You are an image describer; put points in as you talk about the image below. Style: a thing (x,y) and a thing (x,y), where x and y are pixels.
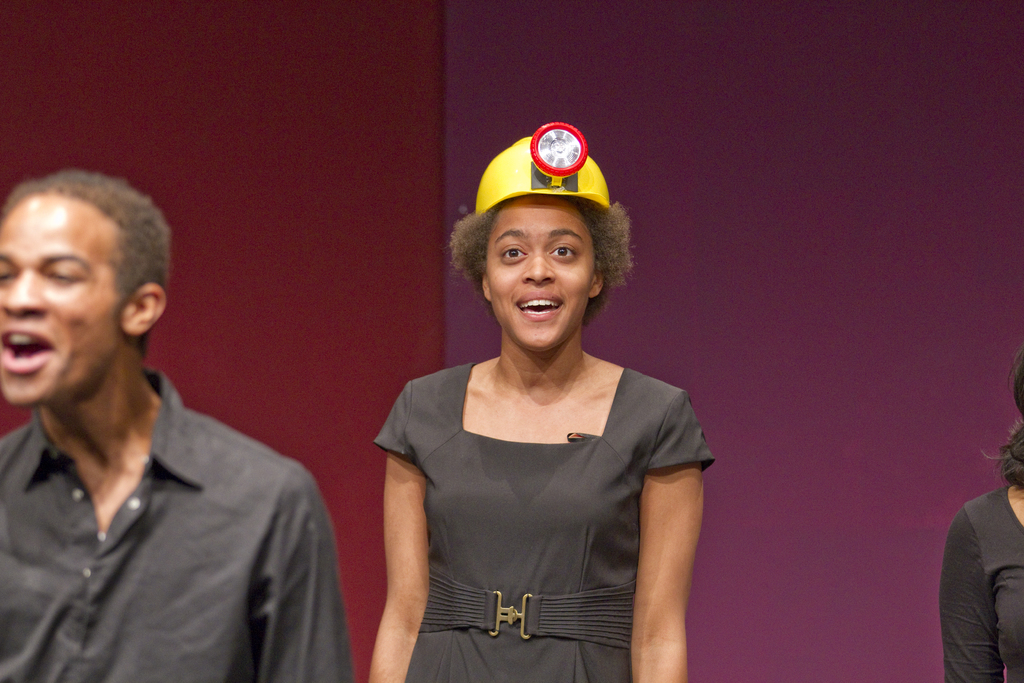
In this image I can see three persons (612,560). The person (520,530) in front (618,529) wearing black dress (606,526), yellow cap (504,180) and the person (37,463) at left (10,548) wearing black color shirt (27,543). Background (782,445) I can see wall (723,100) in red and pink color.
